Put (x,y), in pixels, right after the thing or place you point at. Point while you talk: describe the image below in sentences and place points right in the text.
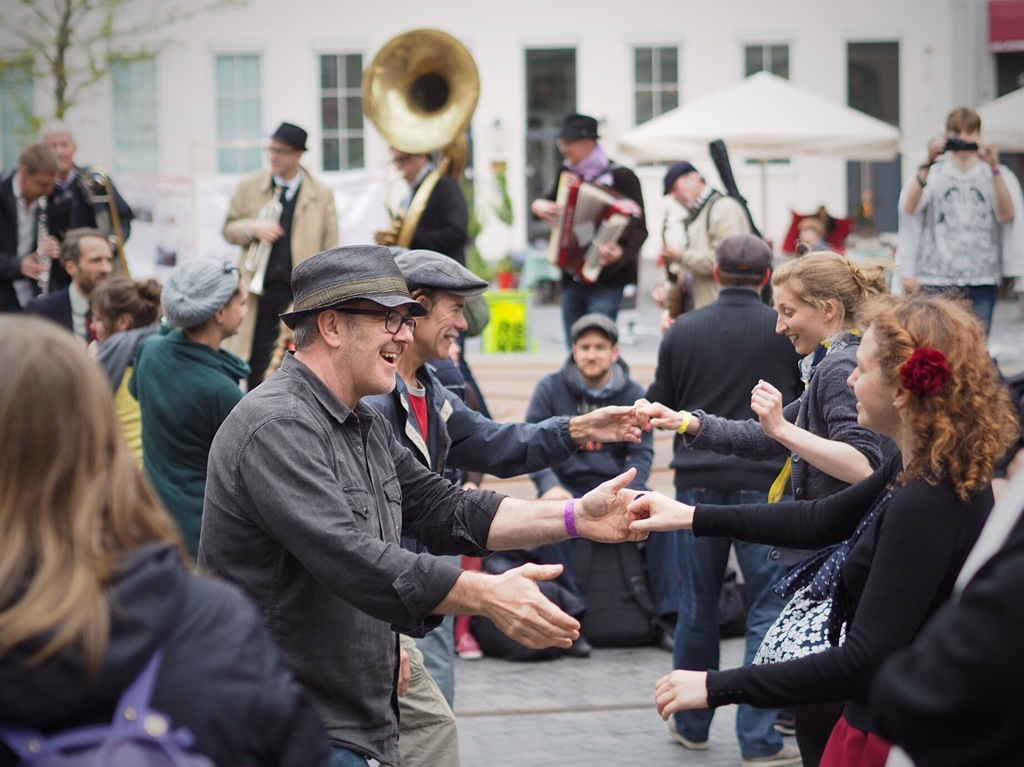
In the image we can see there are lot of people (532,510) standing and behind there are others (36,256) playing musical instruments (404,140). There are buildings (777,42) at the back (483,85).
